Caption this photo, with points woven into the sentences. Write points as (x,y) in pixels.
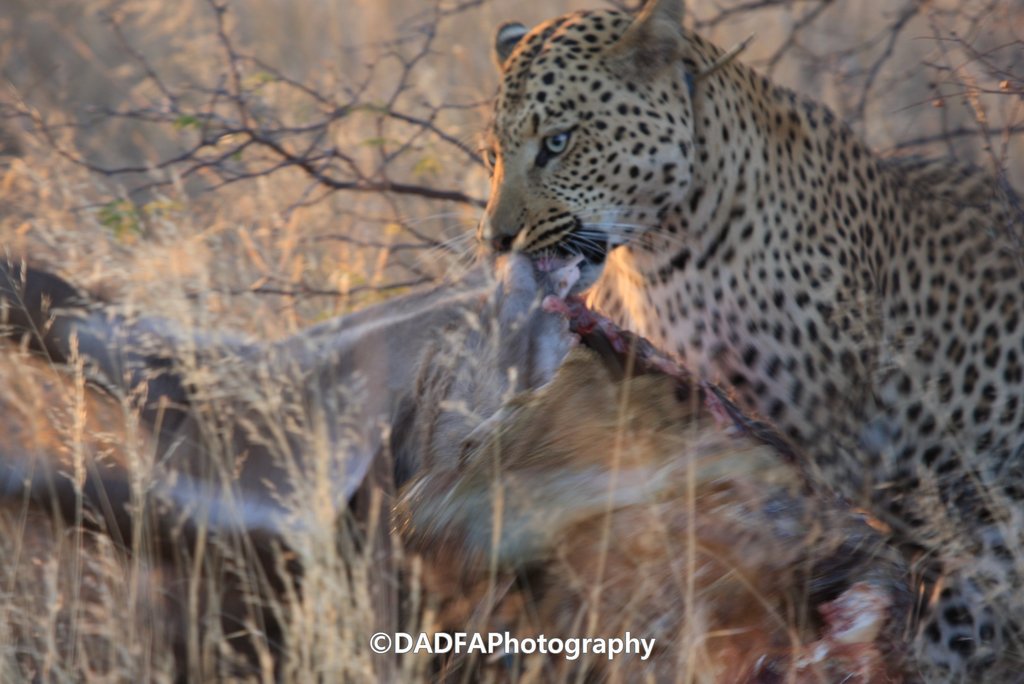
In this picture I can see a leopard (966,524) eating an animal (459,380), and in the background (228,241) there are trees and there is a watermark (482,638) on the image.
